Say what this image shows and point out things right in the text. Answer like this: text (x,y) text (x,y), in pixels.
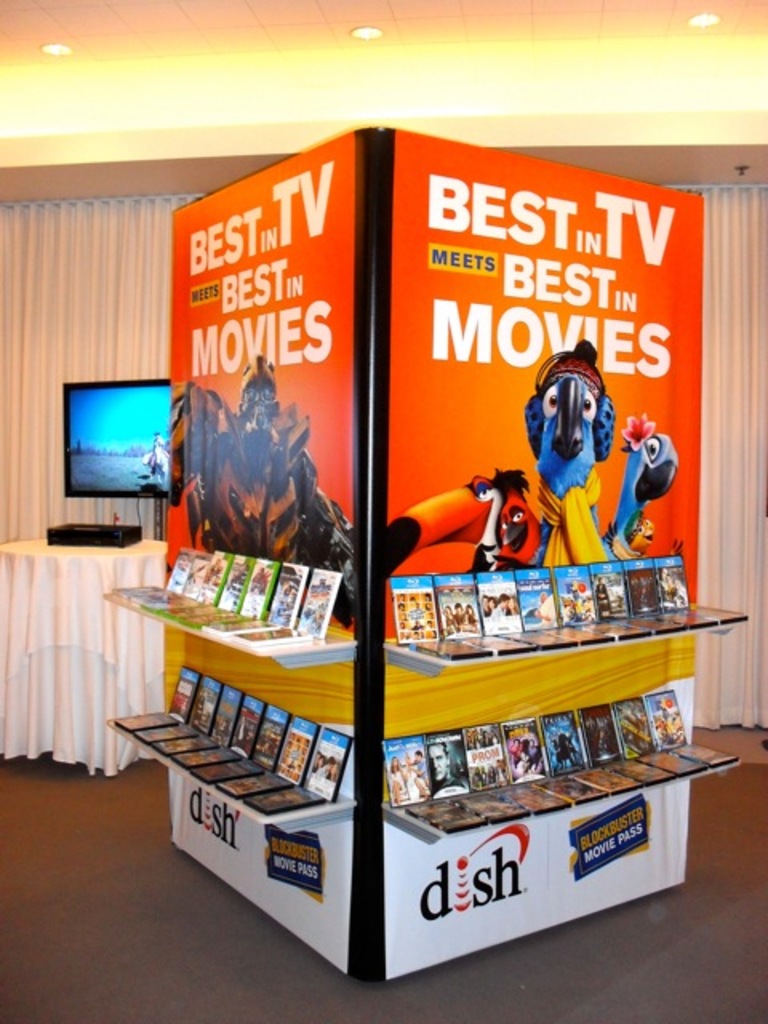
This picture is clicked inside. In the center (443,412) there is a banner (402,395) and the shelf (404,659) on the top of which many number of DVDs (244,747) are placed and we can see the text (450,340) and the pictures (280,427) of cartoons (569,504) are printed on the banner (433,421). In the background (117,562) there is a table (127,568) on the top of which an electronic device (86,535) is placed and we can see the curtains (10,345), television (125,441), roof (203,63) and the ceiling lights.
